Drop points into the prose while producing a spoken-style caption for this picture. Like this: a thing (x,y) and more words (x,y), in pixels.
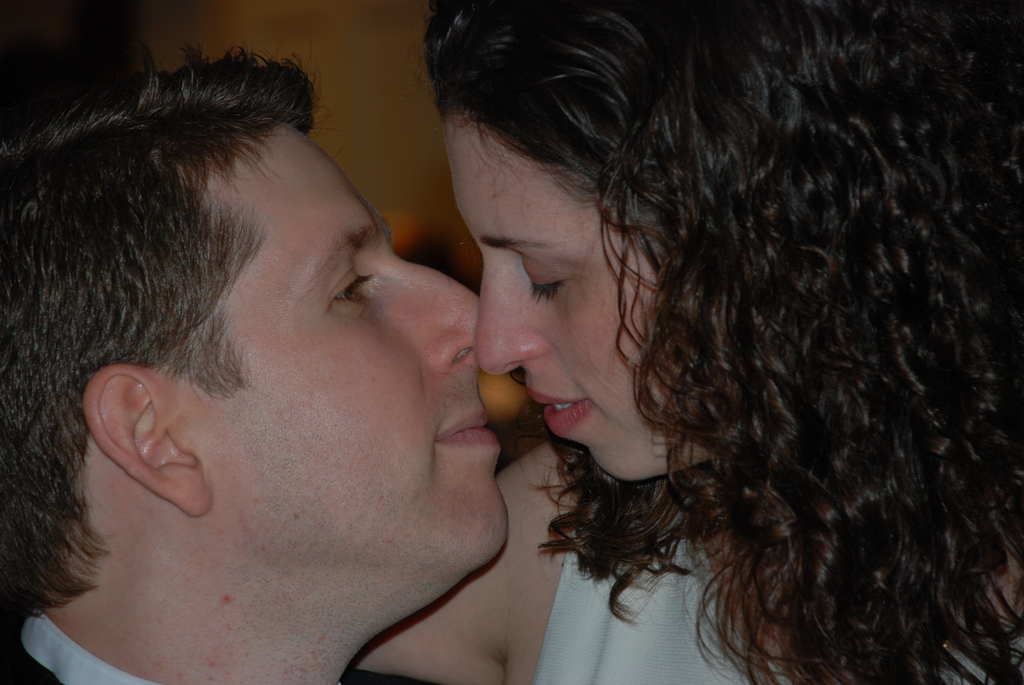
In this picture we can see a man (373,320) and woman (604,419), and we can see blurry background (385,188).
